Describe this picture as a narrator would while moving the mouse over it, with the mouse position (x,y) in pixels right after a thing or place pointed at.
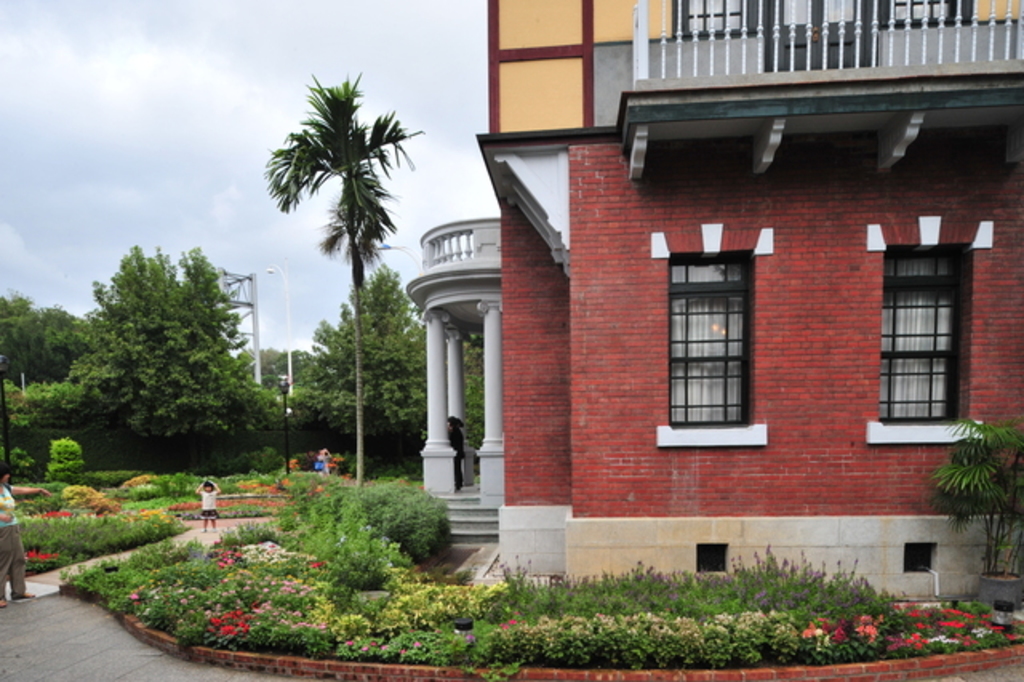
In this image there is a building (692,404). There are glass windows (746,360) and a railing (809,25) to the building (843,61). In front of the building (848,80) there are plants (175,561). There are flowers (746,616) to the plants (621,585). To the left (240,378) there are trees (364,318) and street light poles (284,295). At the top (196,114) there is the sky (245,71). There are four people (217,493) in the image.
